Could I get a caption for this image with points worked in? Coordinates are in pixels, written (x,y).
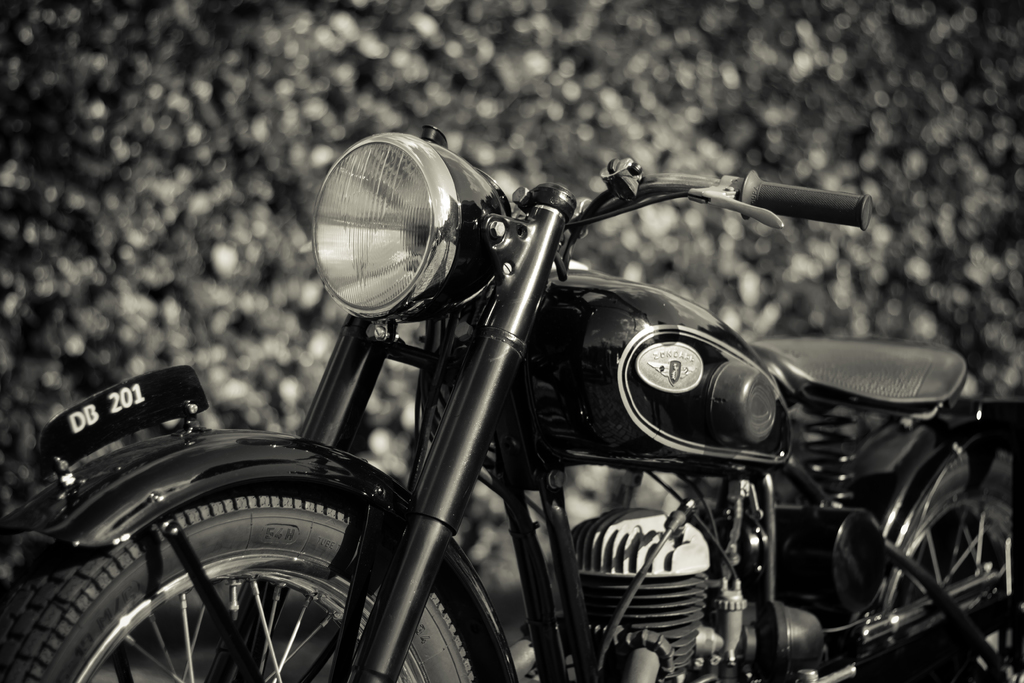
This is a black and white picture. In the foreground (498,475) there is a motorbike (426,354). The background (87,224) is blurred.
